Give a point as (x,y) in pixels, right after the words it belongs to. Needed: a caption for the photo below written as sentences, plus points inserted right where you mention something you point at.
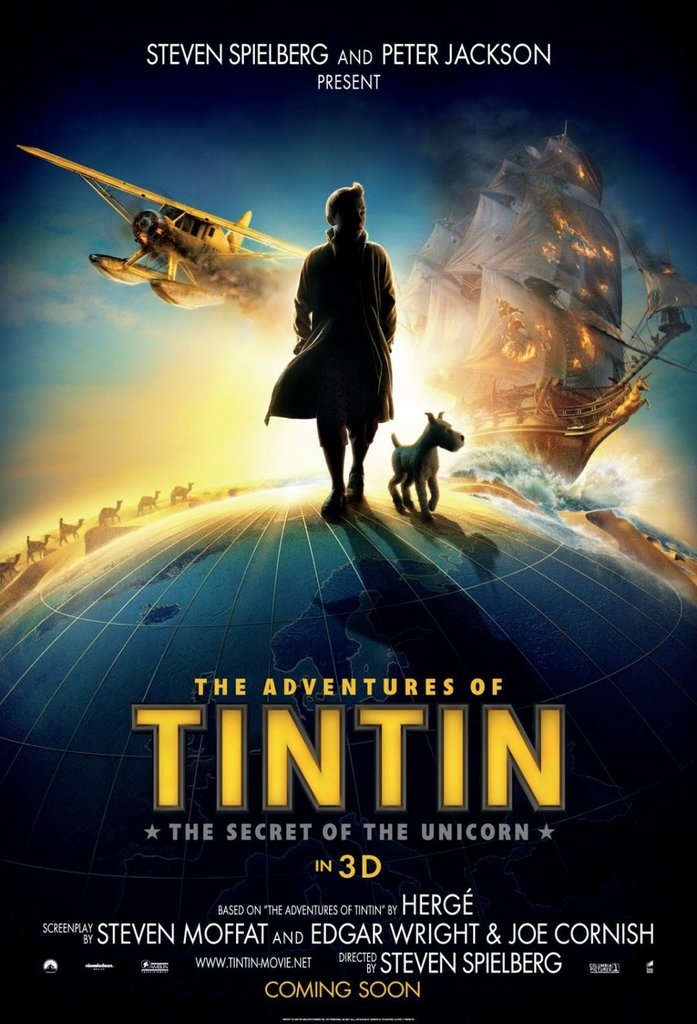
In this image, we can see a poster (418,601) contains a person (369,315), dog (411,456), airplane (168,286) and ship (552,247). There is text (395,982) at the bottom of the image (420,945).
